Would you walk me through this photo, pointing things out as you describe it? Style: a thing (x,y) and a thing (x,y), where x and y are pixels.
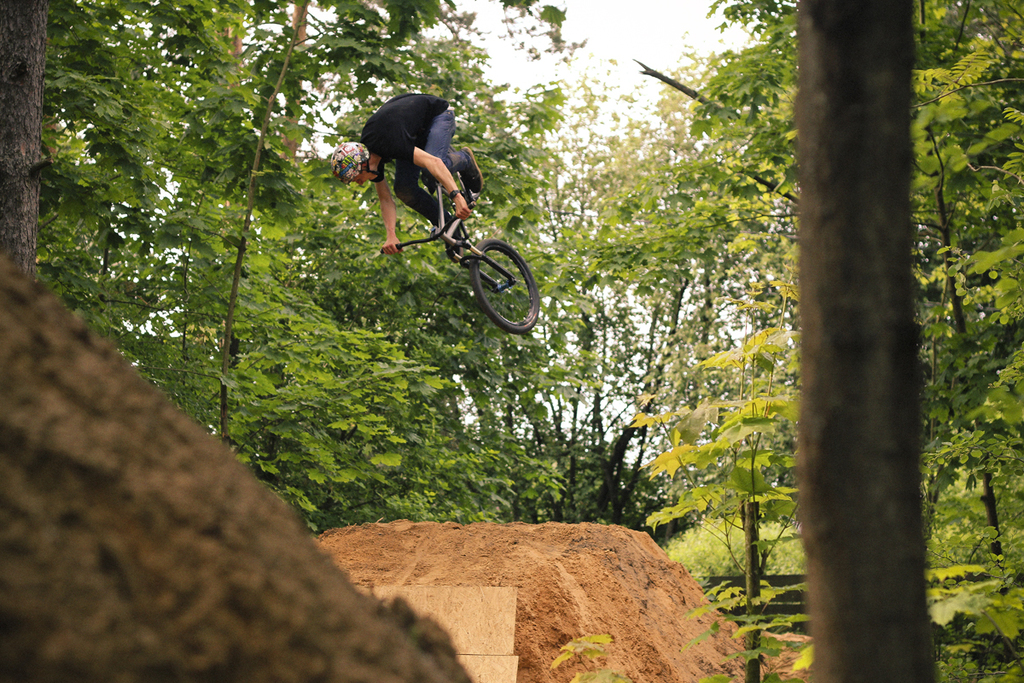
In this image I can see a person (396,171) flying in the air (490,236) with the bicycle (460,254). In the ground (553,592) there is a mud (668,606). At the back (383,71) there are some trees (421,50) and the sky (625,83).
